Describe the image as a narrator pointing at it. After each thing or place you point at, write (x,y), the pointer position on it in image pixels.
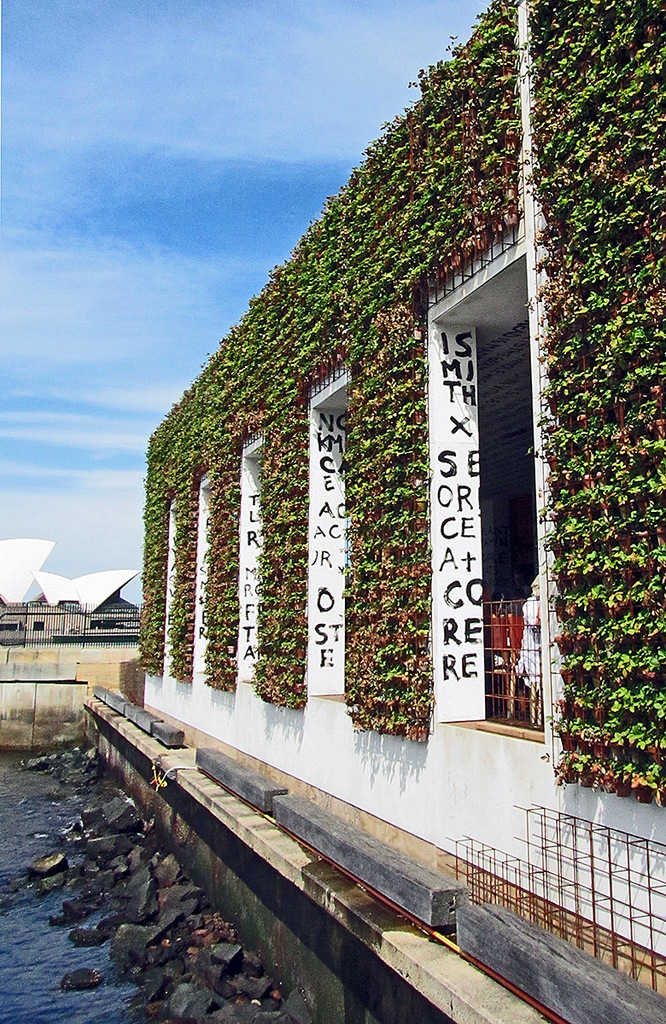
In this picture we can see stones (185,927), water (30,782), house plants (564,693), buildings (436,698), railings (119,626), walls (73,673), rods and some objects (135,711) and in the background (173,260) we can see the sky (153,272).
